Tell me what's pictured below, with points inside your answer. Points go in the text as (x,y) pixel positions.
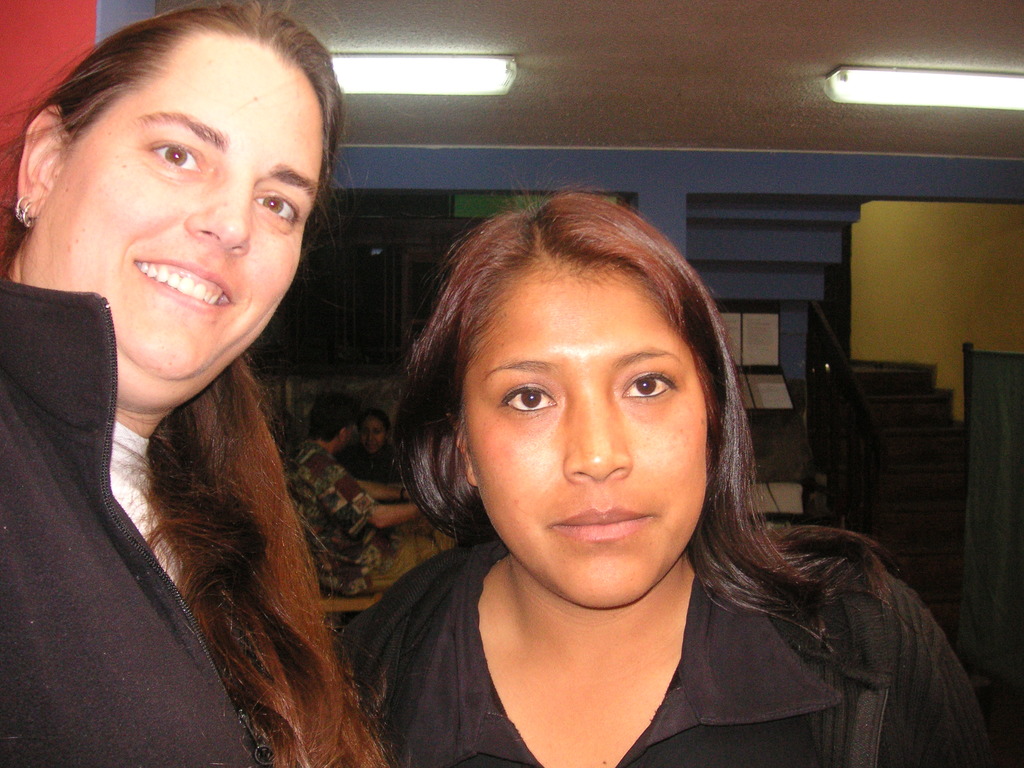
In this image there are two women (316,596) standing. The woman (256,592) to the left (204,370) is smiling. Behind them there are a few people (358,511) sitting on the chairs (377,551). In the background (711,182) there is a wall (679,161). At the top (468,70) there are lights (458,76) to the ceiling (711,68). To the right (933,499) there is a staircase (916,469). Beside to it there is a railing (833,456).
